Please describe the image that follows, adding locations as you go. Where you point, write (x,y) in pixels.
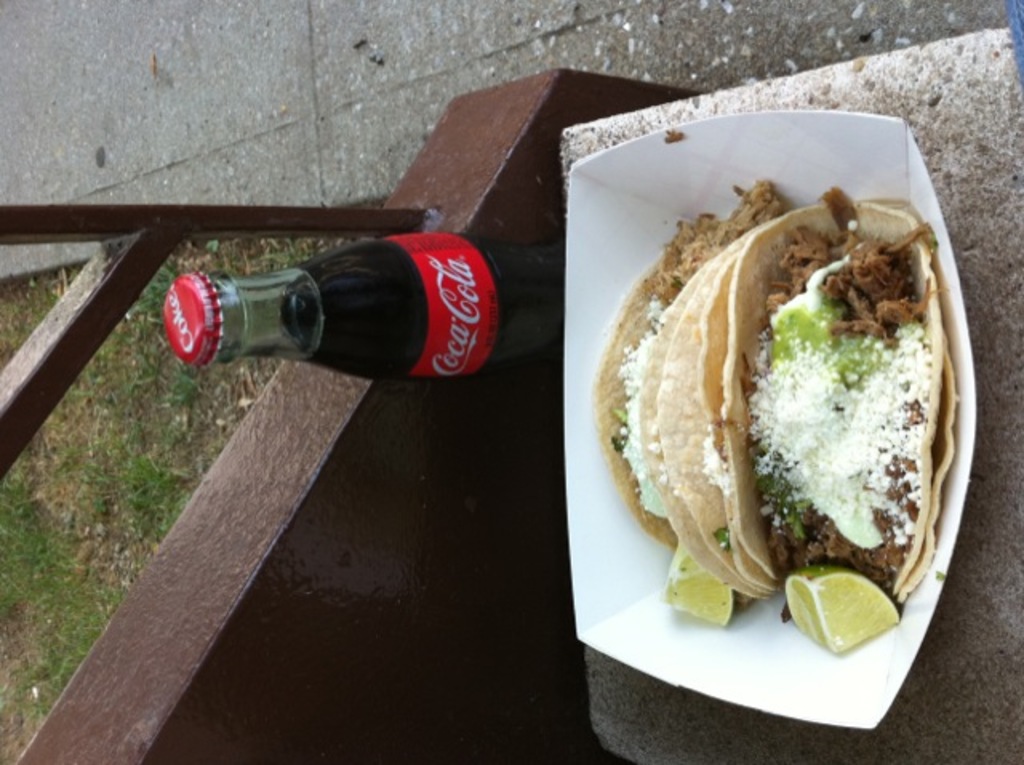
There is a snack item (747,326) kept on a bench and behind the snack (651,298) there is a cold drink bottle (489,299), behind the food (869,338) there is a grass (94,521).
